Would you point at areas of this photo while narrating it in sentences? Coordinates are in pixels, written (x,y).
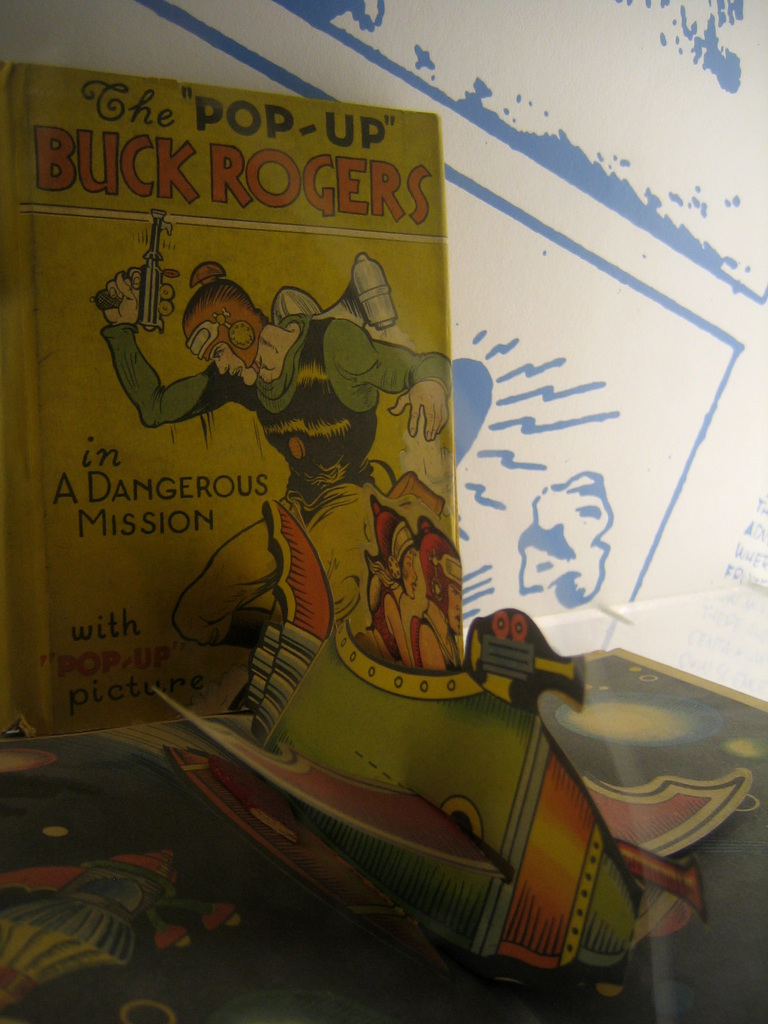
This image consists of a pop-up book (640,760) on that there are cartoons (475,642), text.
